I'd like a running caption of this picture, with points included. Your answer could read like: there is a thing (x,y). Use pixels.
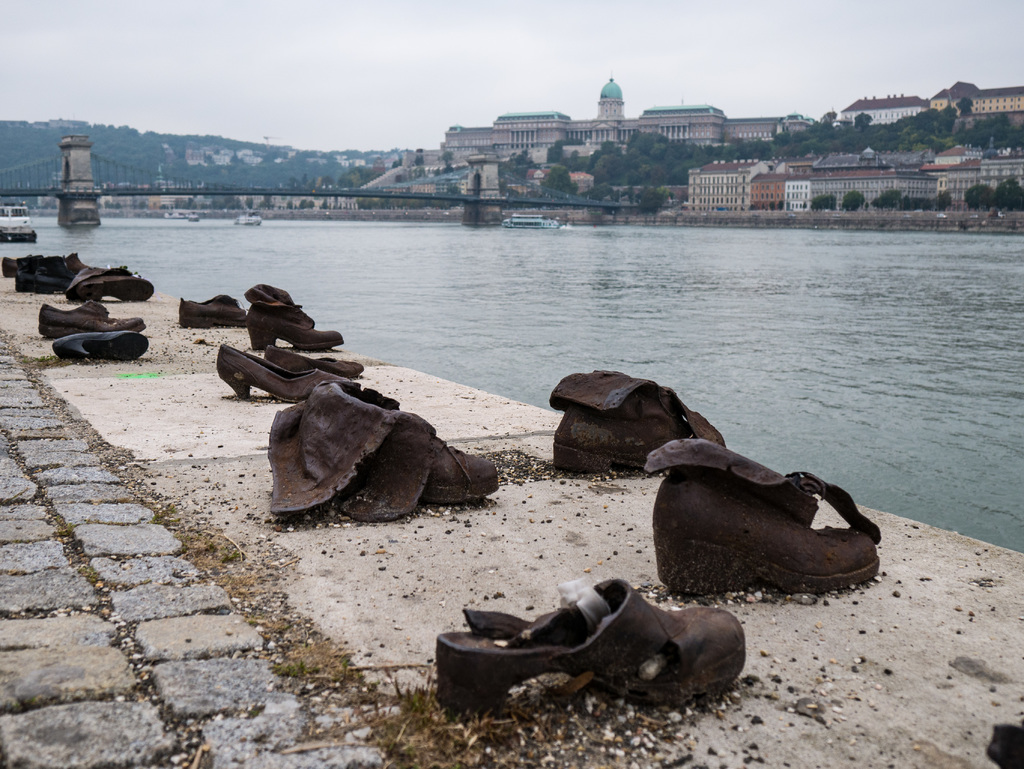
In this image there is a pavement (831,593), on that pavement (641,526) there are shoes (734,654), in the background (709,296) there is a lake (509,233), on that lake (333,246) there are ships (21,220) and there is a bridge (455,194) and there are buildings (261,160), mountain (210,140) and the sky (361,49).
